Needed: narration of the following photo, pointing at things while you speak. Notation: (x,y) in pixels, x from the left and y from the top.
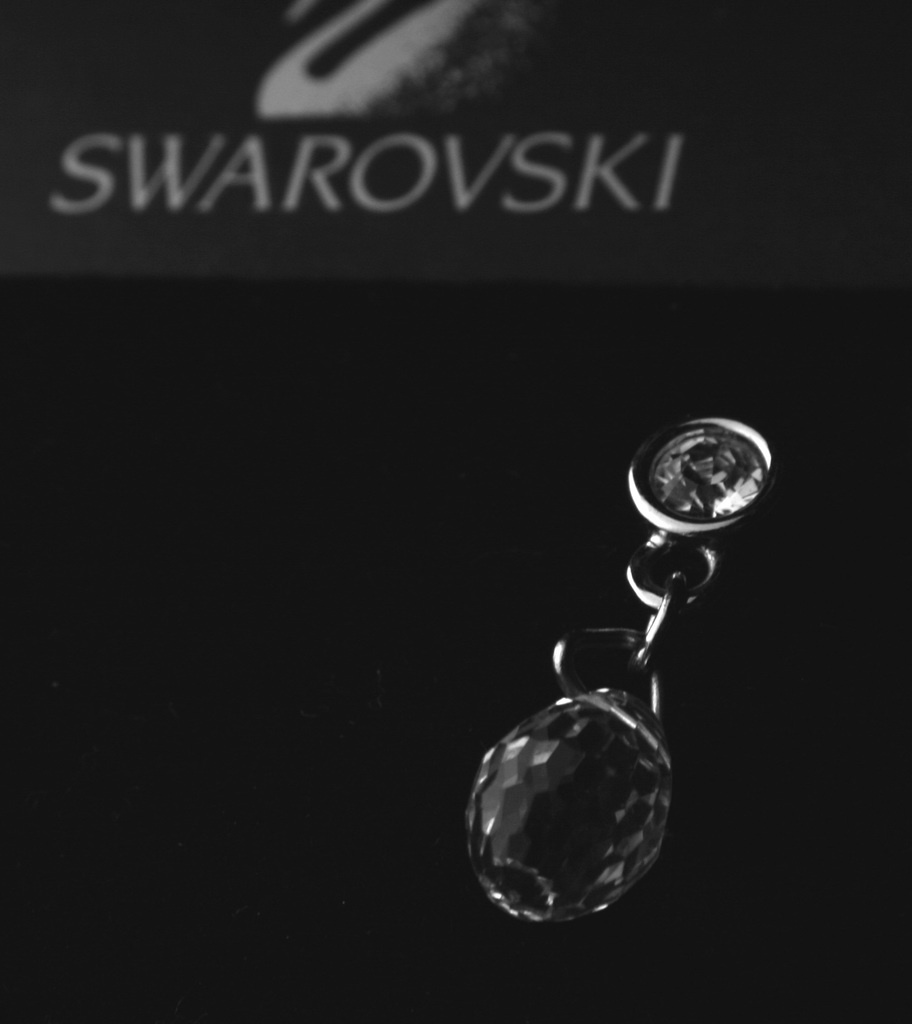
In this picture I can see a diamond like thing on a chain (645,661) and I see that it is dark in the background (523,322) and I see something is written on the top of this picture (178,203).
